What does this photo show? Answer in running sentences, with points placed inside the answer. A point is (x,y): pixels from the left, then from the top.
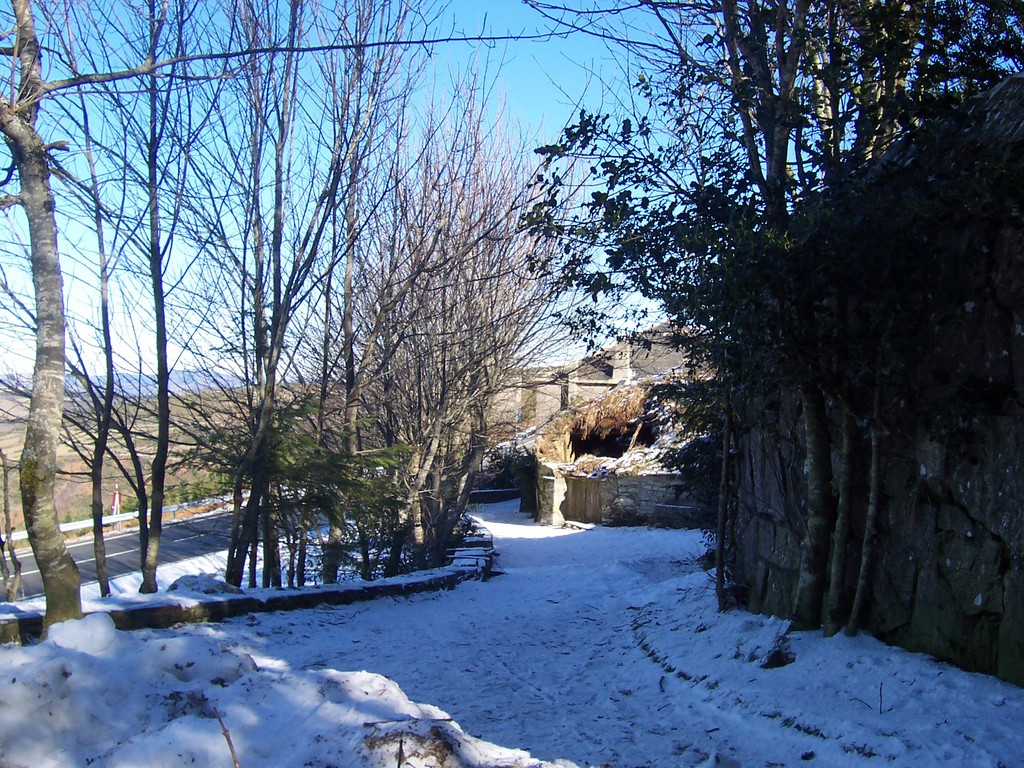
To the bottom of the image (493,657) on the ground (611,606) there is a snow (457,615). And in the background (632,411) there are trees (489,425) and huts (537,379) with roofs (658,362) and to the right side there is a roof (612,407). And to the top of the image (606,102) in the background (412,122) there is a sky (594,96).
